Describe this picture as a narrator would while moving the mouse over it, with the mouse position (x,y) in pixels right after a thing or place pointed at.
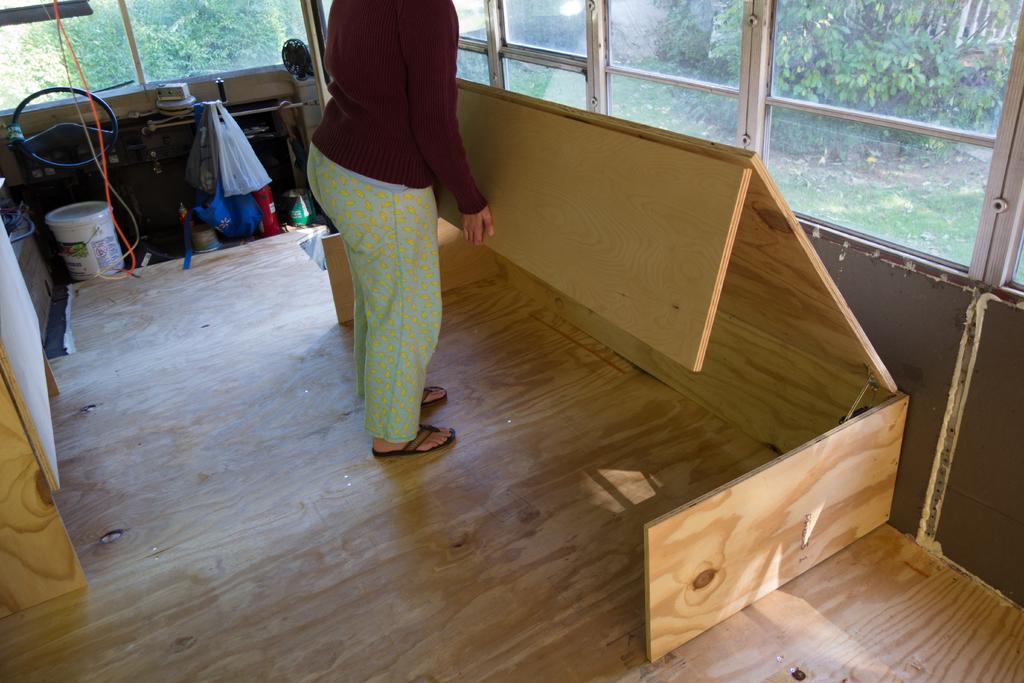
In this picture we can see a person (416,252) standing, on the right side (738,334) there is wood (651,251), we can see a bucket (70,239) here, on the left side (65,160) there is steering (63,146), we can see plastic bags (238,161) here, in the background (246,38) there is glass (223,25), from the glass (263,44) we can see trees (732,18).
